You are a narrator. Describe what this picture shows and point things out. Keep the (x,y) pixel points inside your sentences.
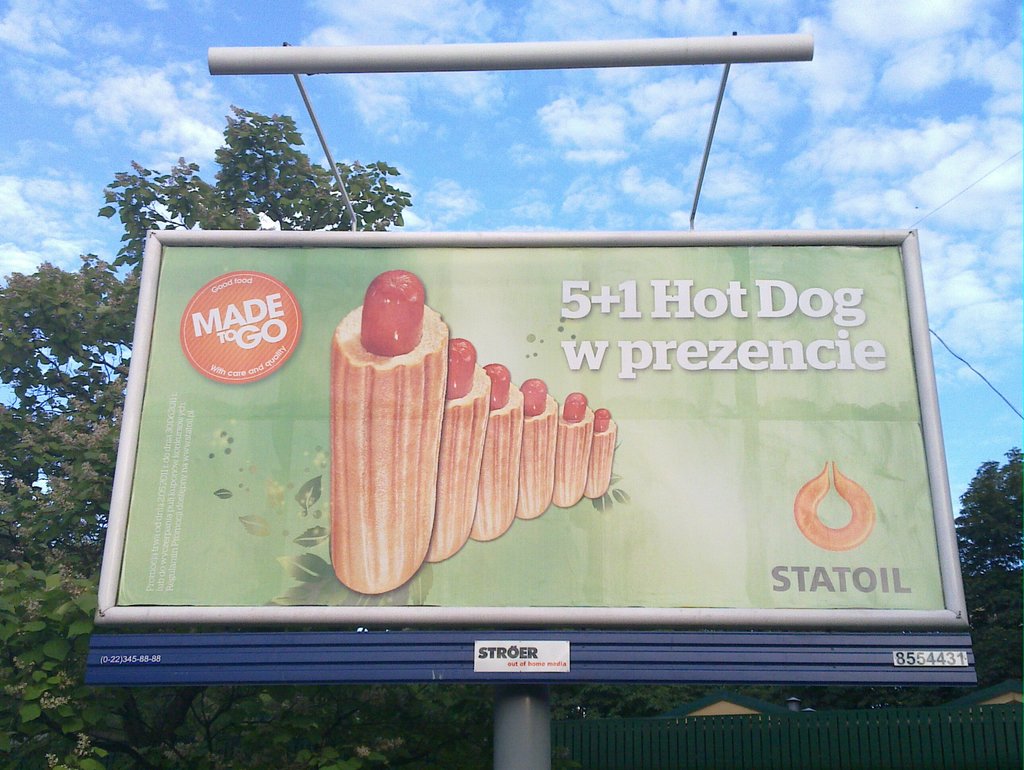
In this image I can see the board (499,558) to the pole (513,707). The board (591,565) is in green color and I can see the hot dogs (447,449) in the board (425,457). To the side I can see the railing (771,723). In the background (240,103) there are trees (476,687), clouds (618,135) and the blue sky (992,31).
